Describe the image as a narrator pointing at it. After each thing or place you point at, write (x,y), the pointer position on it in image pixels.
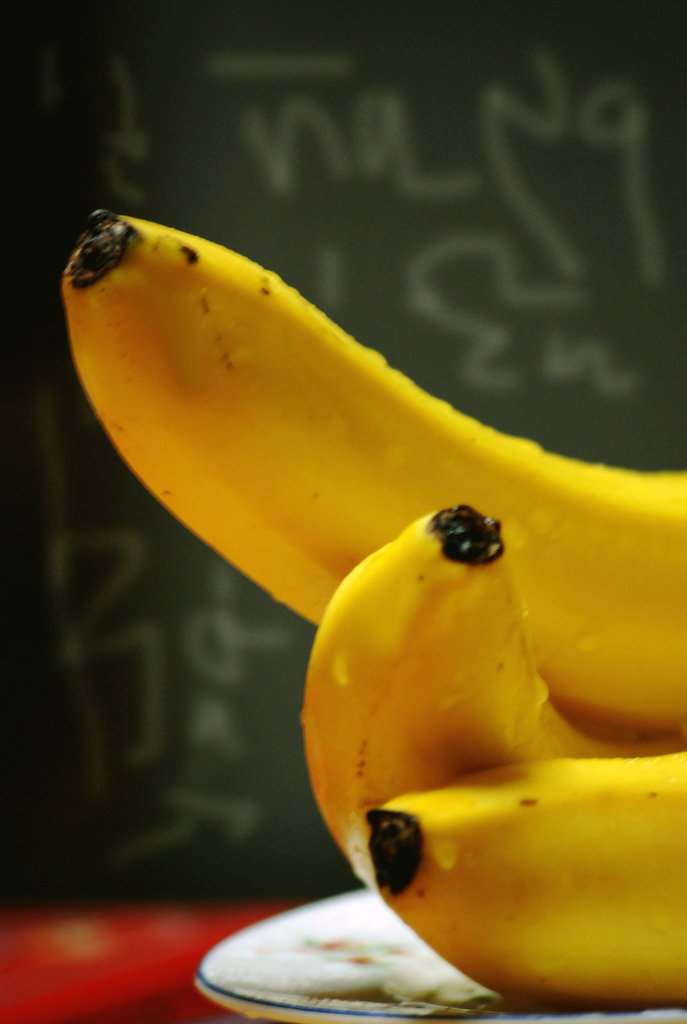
In this image, we can see some bananas (666,804) on a plate (256,962) is placed on the surface (124,969). In the background (530,117), we can see some text (101,675).
